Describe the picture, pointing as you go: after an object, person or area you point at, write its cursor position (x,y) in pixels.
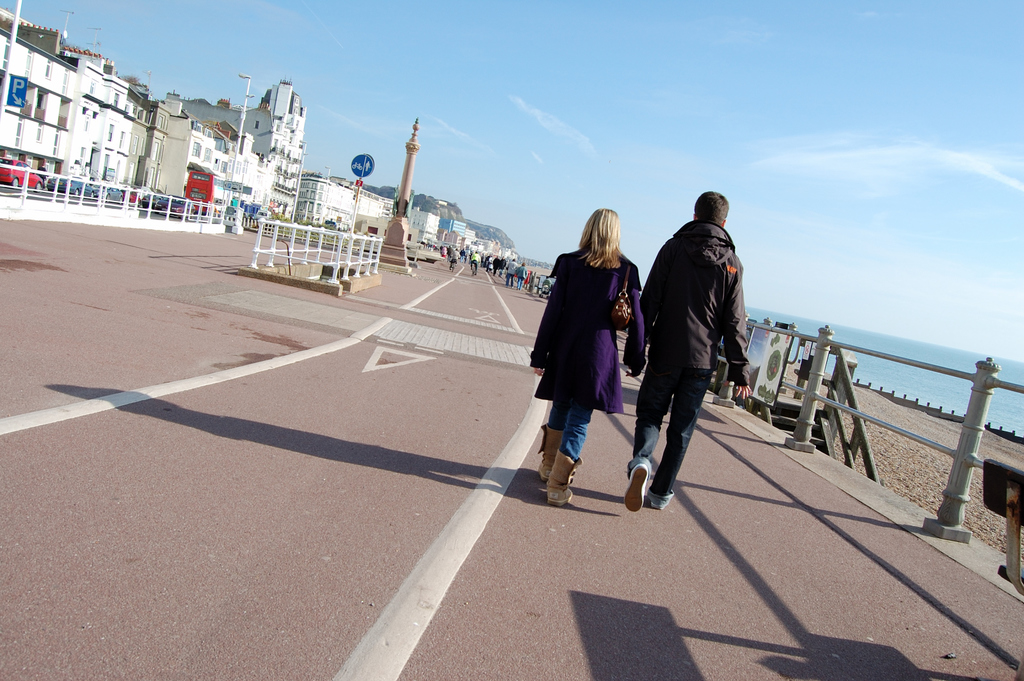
This image consists of two persons (571,408) walking on the road (379,592). At the bottom (331,565), there is a road (490,464). On the right (968,377), there is a railing (977,382). On the left (151,189), we can see many buildings (306,186). At the top (708,123), there are clouds (834,158) in the sky (896,243). On the extreme right, there is water (939,397).
